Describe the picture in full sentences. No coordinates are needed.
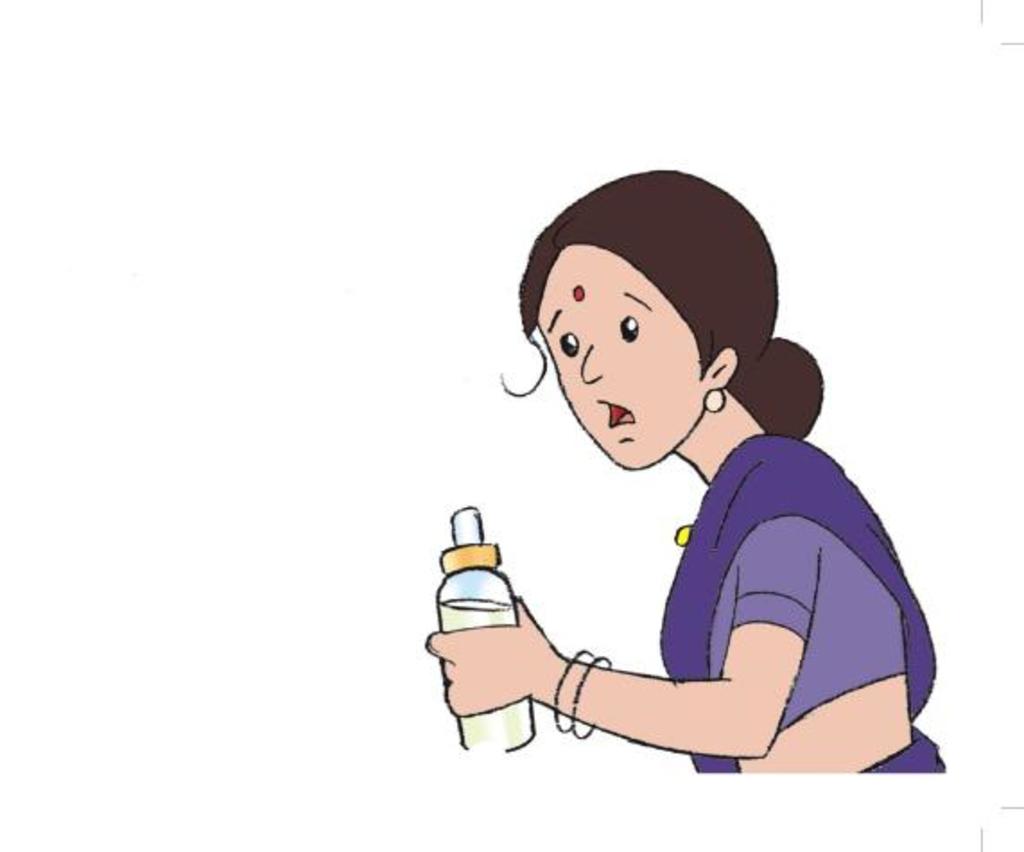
In this image there is a cartoon picture.
